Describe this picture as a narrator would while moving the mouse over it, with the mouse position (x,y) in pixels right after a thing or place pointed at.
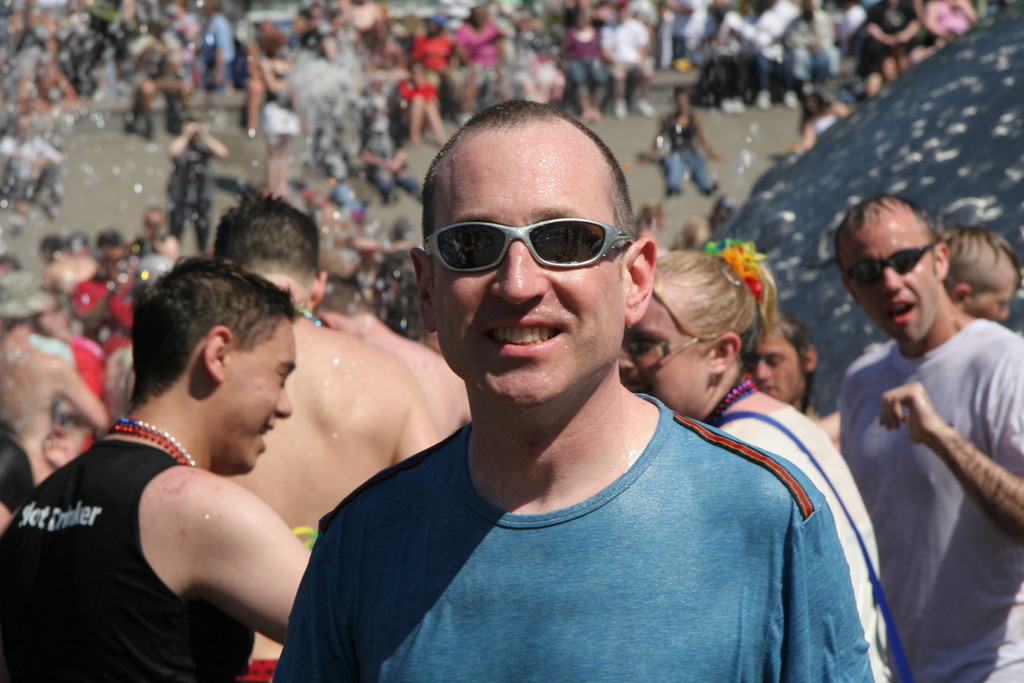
In this picture we can see a man (565,656) wore goggles (437,240) and smiling and in the background (134,373) we can see water (290,57) and a group of people (475,8) where some are standing and some are sitting.
